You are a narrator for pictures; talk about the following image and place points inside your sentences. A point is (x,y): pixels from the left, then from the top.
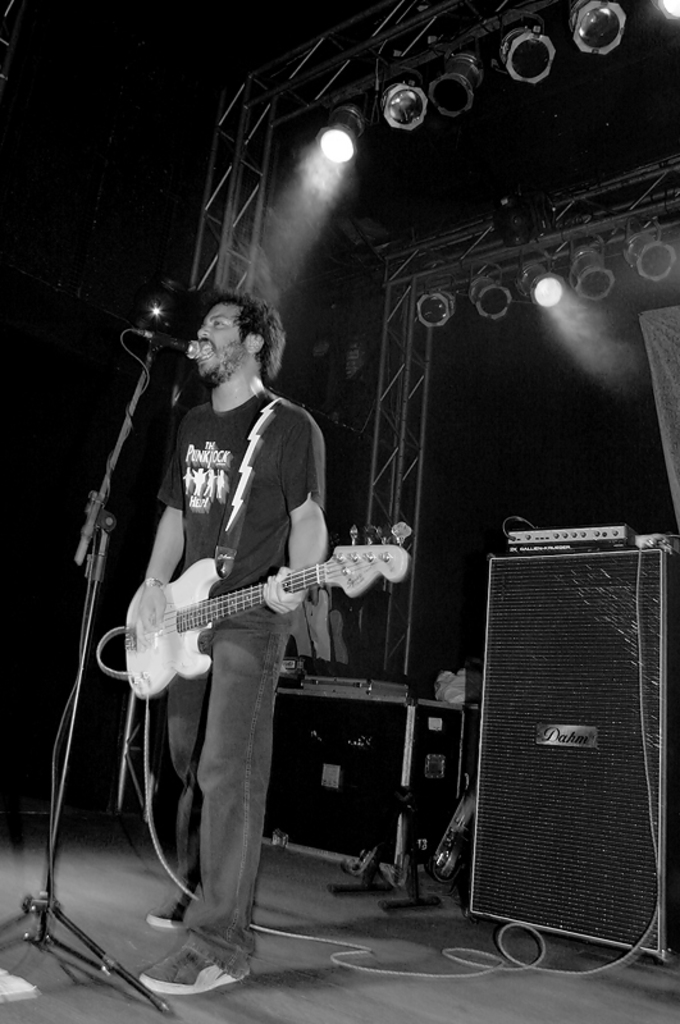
In the foreground of the image (322,439), there is one person (209,317) standing in front of the mike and holding a guitar (211,571) and playing it. On a rooftop (521,141) there is a light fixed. In the background (378,282), there is a curtain (562,505) and the speaker (599,895) is kept on the floor (422,967). This image is taken during night time.
